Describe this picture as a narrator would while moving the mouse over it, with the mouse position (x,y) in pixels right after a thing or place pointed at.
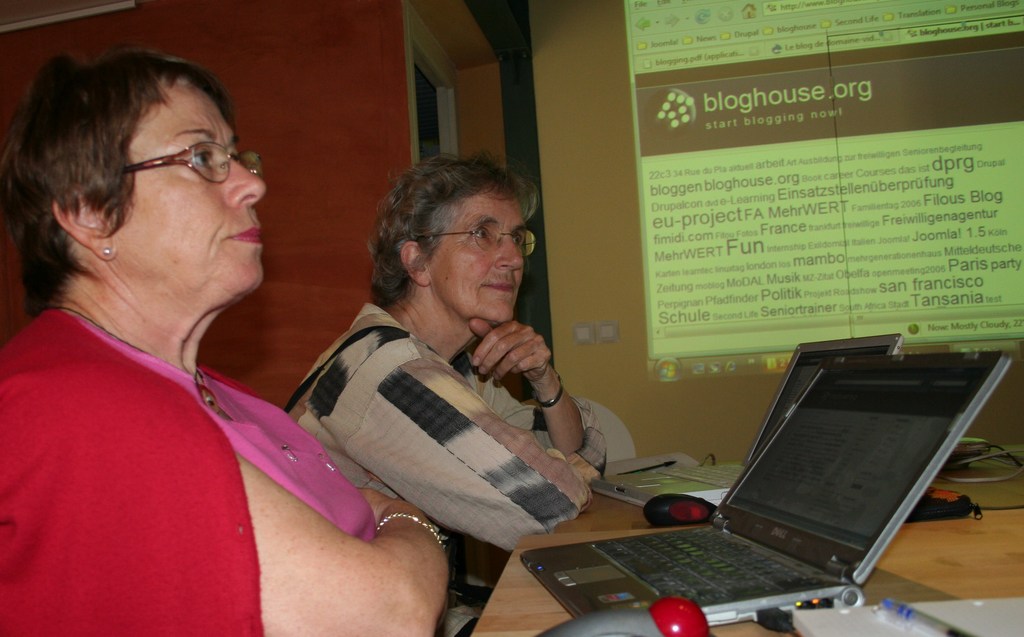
In this picture I can observe two members (218,290) sitting in front of a table (531,606) on which there are laptops (743,511) and few other things (685,611) placed. In the background (735,298) I can observe a projector (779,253) projecting on the wall (644,171).
